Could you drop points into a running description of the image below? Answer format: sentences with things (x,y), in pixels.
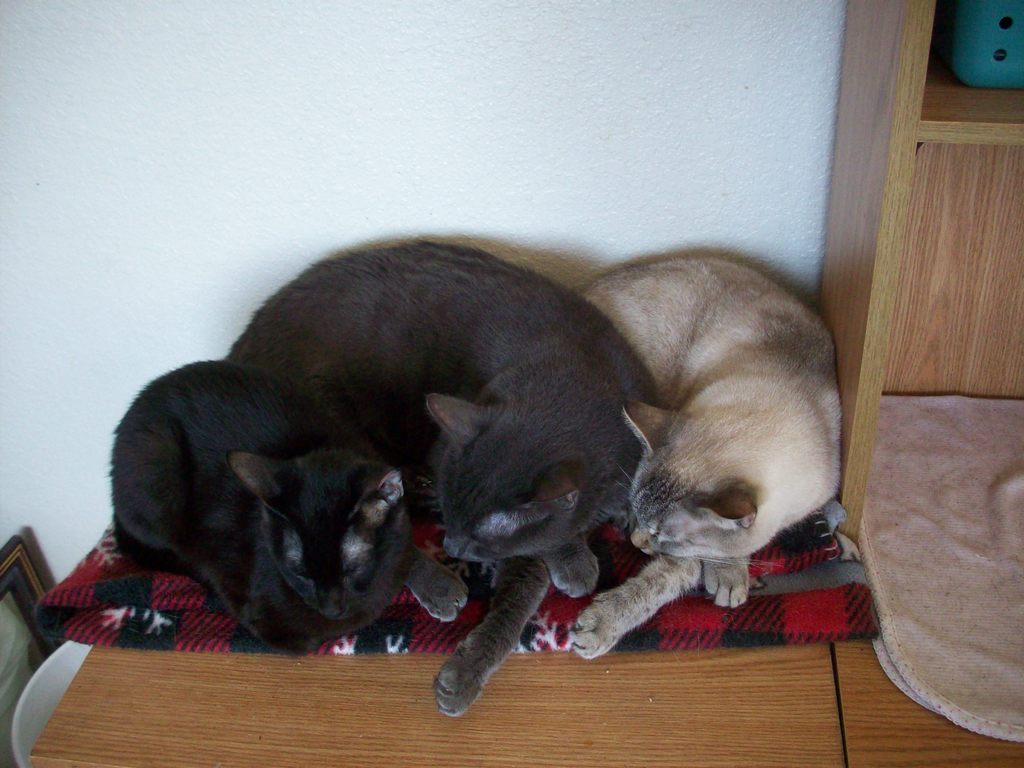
In this picture we can see three cats (521,457) laying on a cloth (714,609), there is a table (662,749) here, on the right side (998,344) there is a cupboard (846,529), we can see cloth (945,561) here, in the background (357,187) there is a wall (273,169).
